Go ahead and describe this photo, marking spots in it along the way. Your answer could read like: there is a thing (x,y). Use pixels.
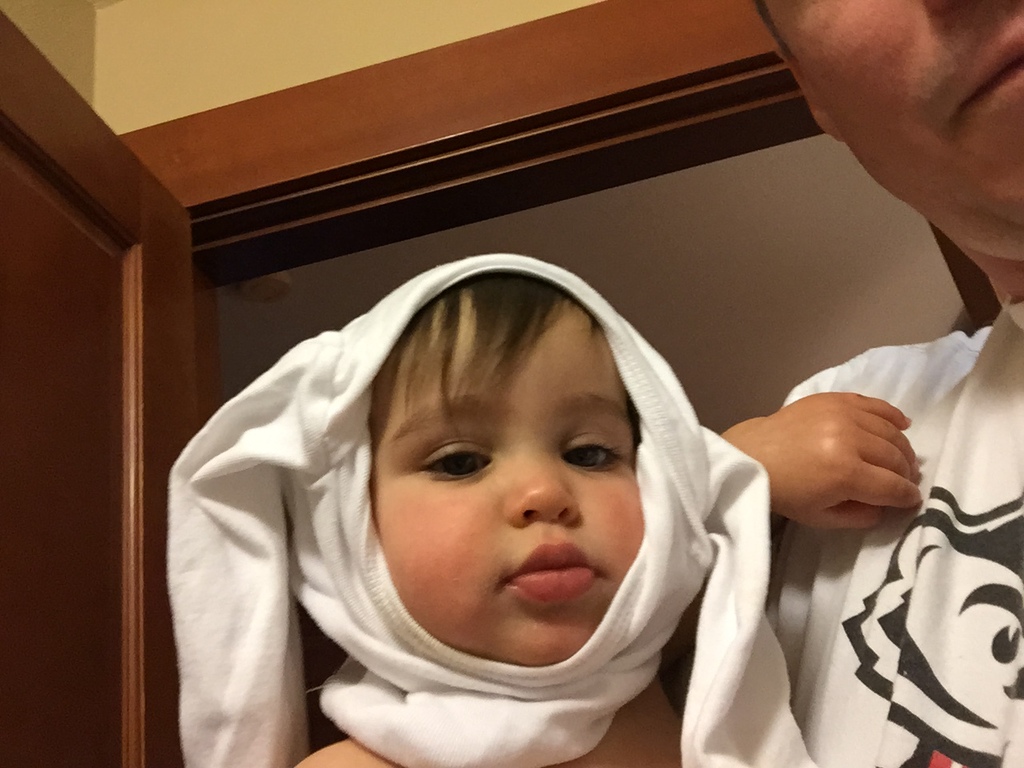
In this image we can see few people (856,464). There is a door (190,282) at the left side of the image (163,281). There is an object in the image.
